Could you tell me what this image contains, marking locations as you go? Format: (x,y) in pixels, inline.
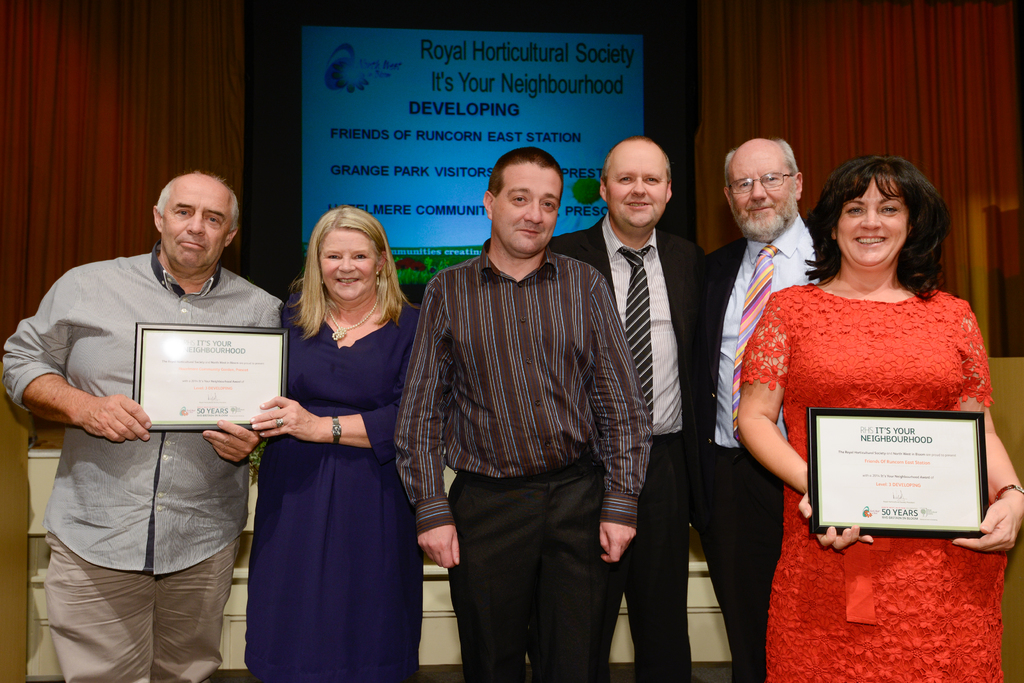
In this image we can see four men (765,276) and two women (396,284) are standing. One woman (877,348) is holding a rectangular object (877,445) in her hand (987,532) and one man (203,453) is holding a certificate (166,351). In the background (400,122), we can see a banner (376,113) and wall (285,84).
